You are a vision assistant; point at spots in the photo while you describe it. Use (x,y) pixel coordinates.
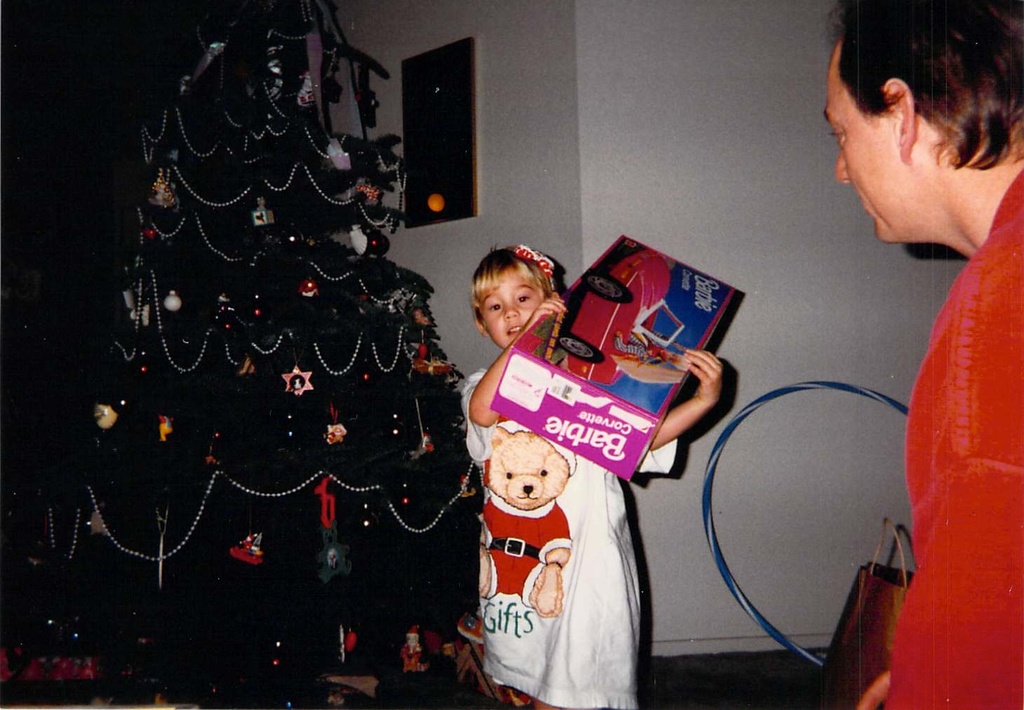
In this image I can see two people (626,537) with red and white color dresses (619,580). I can see one person (598,605) holding the box (597,422). To the side of these people (611,590) I can see the Christmas tree (196,340). To the right (861,632) I can see the bag (849,629). In the background (640,154) I can see the board (451,147) to the wall (801,629).
